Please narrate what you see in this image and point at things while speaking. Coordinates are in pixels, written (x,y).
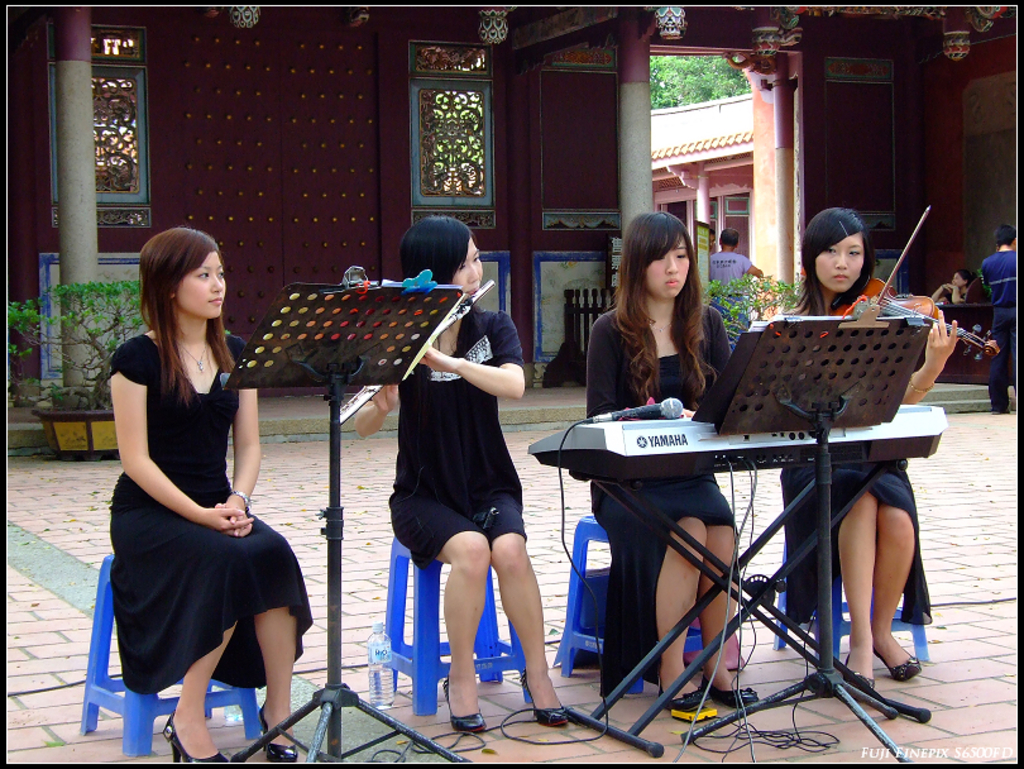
In the picture we can see four woman (199,648) sitting on the stools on the path (37,640) and playing music and in front of them we can see a musical keyboard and microphone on it and women (940,354) are wearing black dresses (232,610) and behind them we can see a wall (29,136) and to it we can see windows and some pillars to it and near to it we can see some plant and some people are standing near it and to the wall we can see a exit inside it we can see some pillar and a part of tree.
